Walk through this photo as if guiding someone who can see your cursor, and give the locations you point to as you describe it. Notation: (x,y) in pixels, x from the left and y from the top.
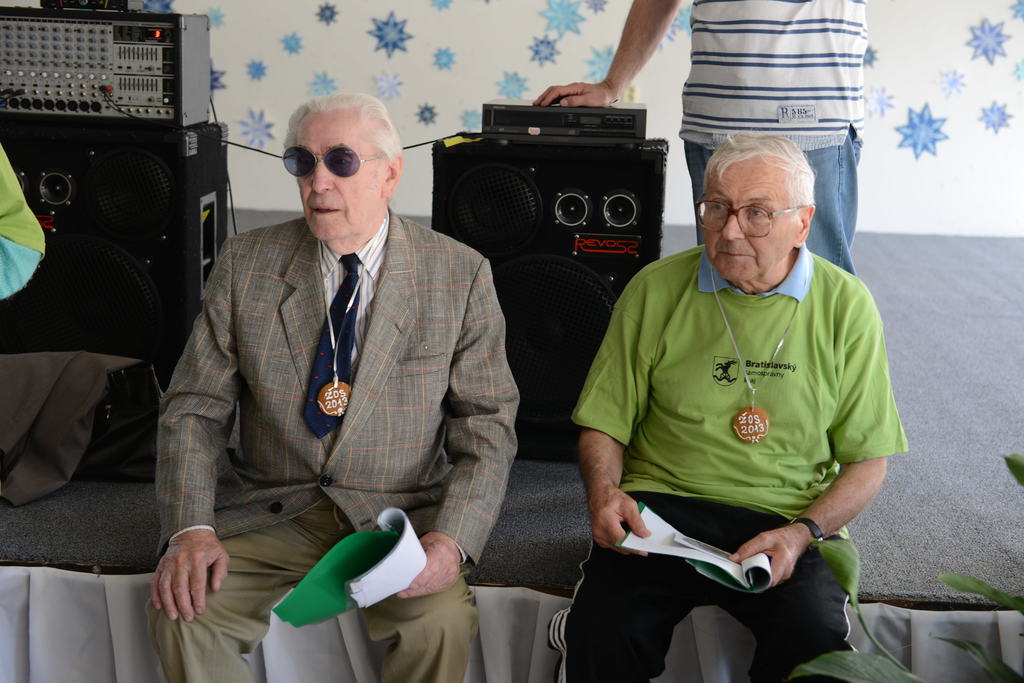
In the image there are two old men (748,461) sitting on stage (918,511) with books (348,593) in their hands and behind them there are speakers (490,201) and a man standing in the middle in front of the wall (302,62).
